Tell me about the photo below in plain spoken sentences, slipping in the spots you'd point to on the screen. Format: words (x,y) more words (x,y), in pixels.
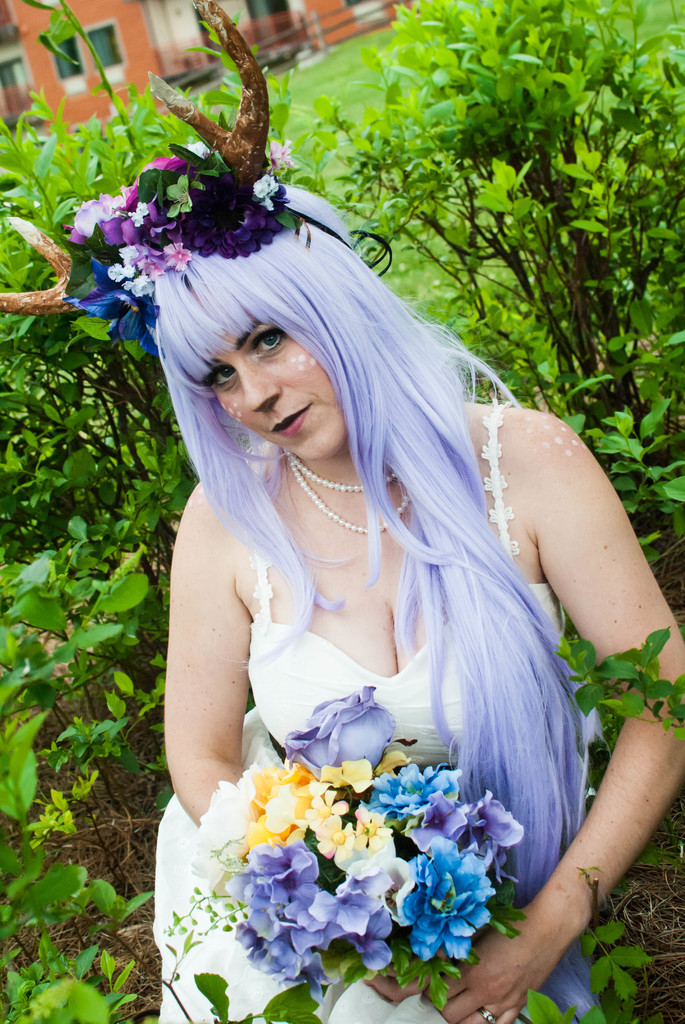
In this image I can see a woman (307,520) holding bunch of flowers (381,787) and she wearing a colorful wig (212,273) on her head (309,262), back side of her I can see plants (485,106) and the house (62,62).
